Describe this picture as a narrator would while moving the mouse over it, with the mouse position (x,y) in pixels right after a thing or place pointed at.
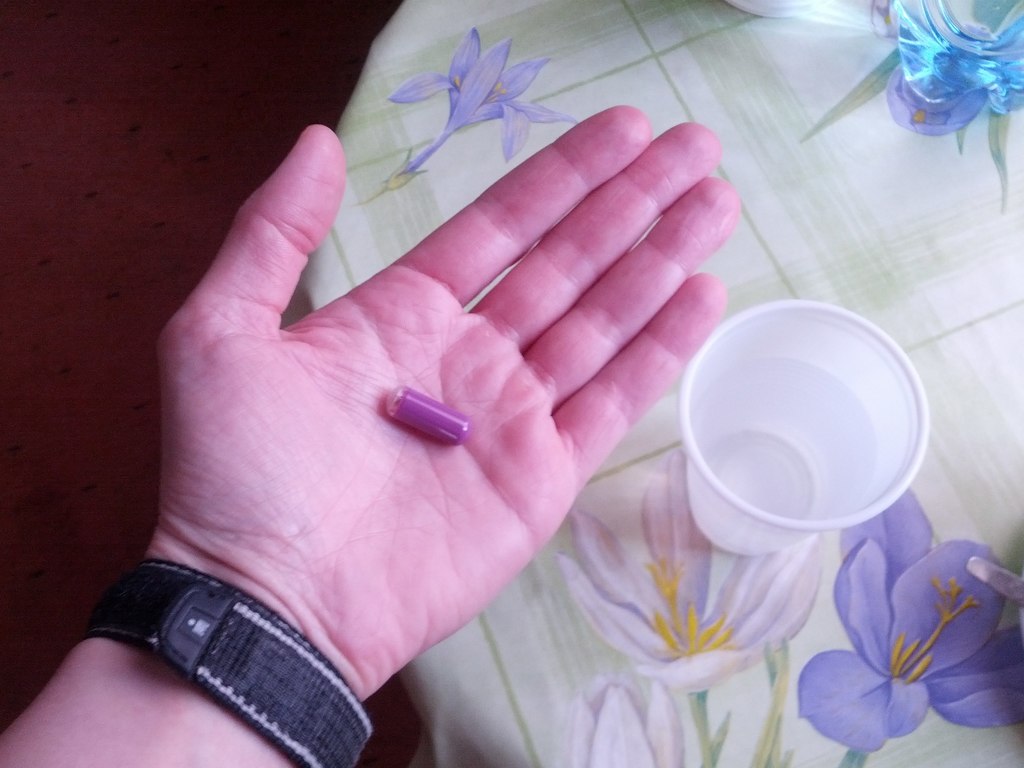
In this image we can see person's hand (286,543) with capsule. There is a glass (776,389) with water (799,457) on the table (536,136). There is a cloth (806,623) on the table (427,72). To the left side of the image (54,371) there is floor (45,423).
